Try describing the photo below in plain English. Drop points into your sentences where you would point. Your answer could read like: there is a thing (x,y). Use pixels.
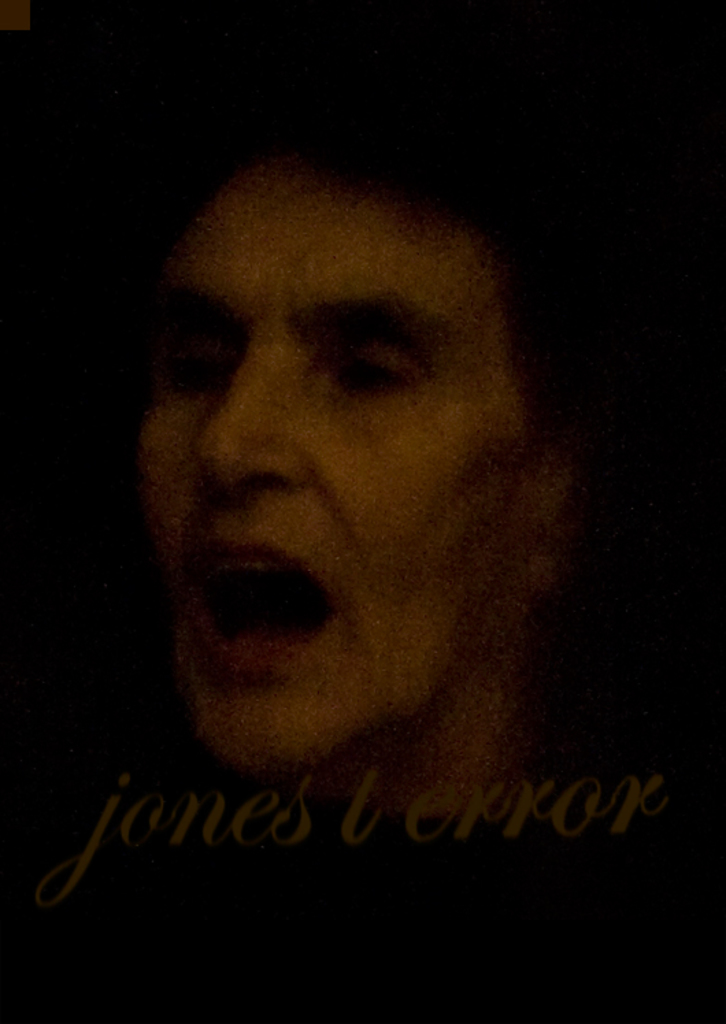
This is a dark image. We can see the face (394,540) of the person (388,551) and we can also see some text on it.
